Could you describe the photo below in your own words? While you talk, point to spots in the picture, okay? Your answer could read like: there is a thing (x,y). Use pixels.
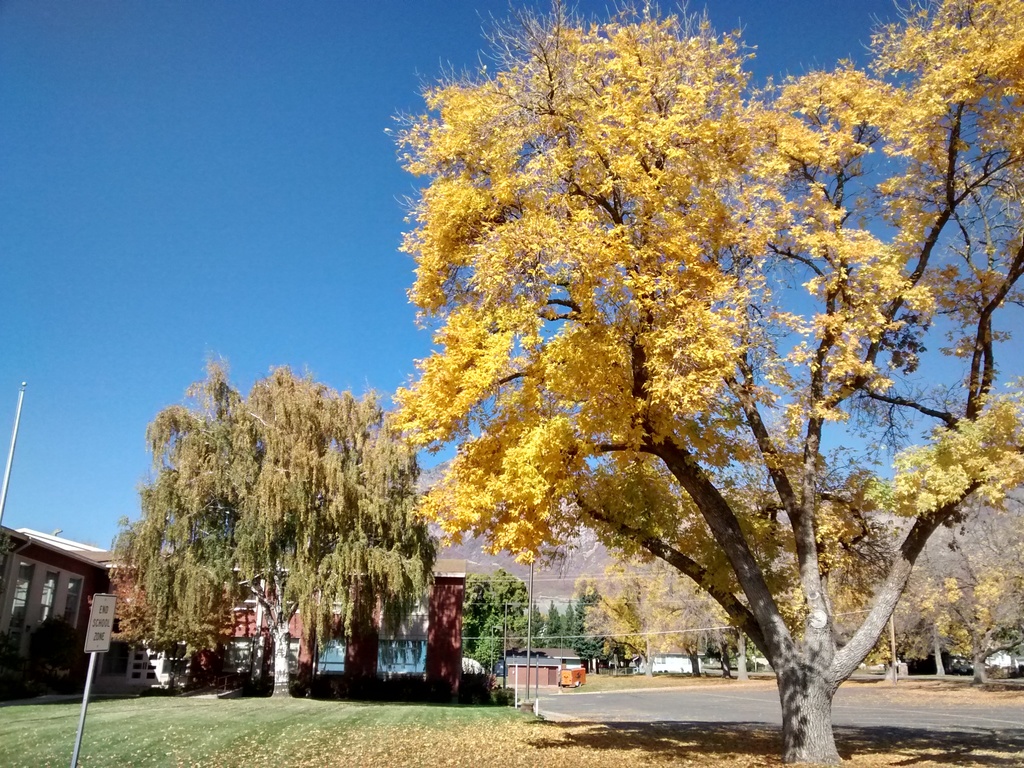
In this picture I can see trees (595,581). I can see the road (729,701). I can see green grass (232,705). I can see the houses (27,579). I can see the sky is clear.
